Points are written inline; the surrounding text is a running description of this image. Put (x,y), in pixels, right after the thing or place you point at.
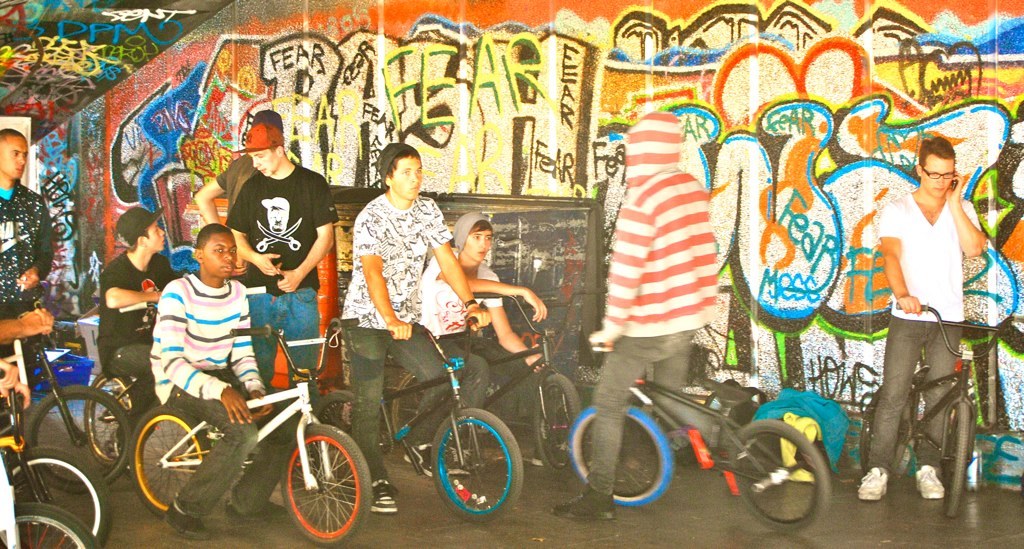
In this picture, we can see a few people (424,263), and among them a few (142,231) are with bicycles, and we can see the ground (850,480) and some objects (749,413) on the ground (850,480), and we can see the wall (790,366) with some design (623,164).
